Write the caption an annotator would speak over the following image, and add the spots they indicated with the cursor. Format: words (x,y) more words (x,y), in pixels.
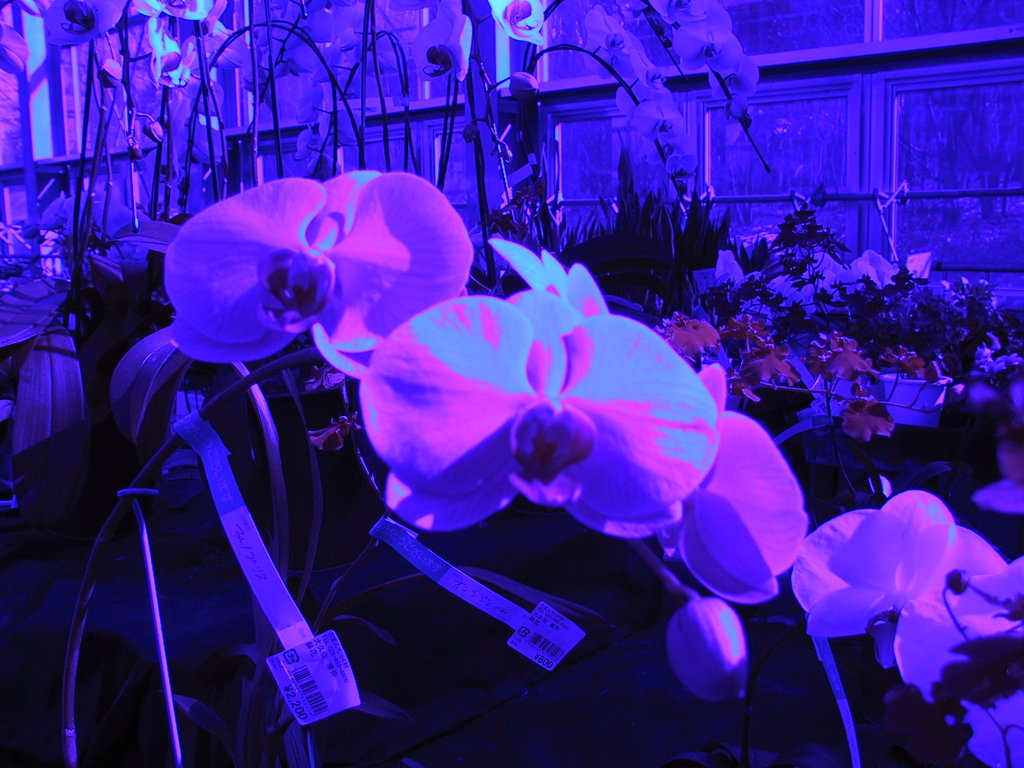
This is an edited image. I can see the plants (647,380) with flowers (599,368). At the bottom of the image (304,656), there are tags (316,650) to an object (352,448). In the background (938,172), I can see the glass windows (825,152).
